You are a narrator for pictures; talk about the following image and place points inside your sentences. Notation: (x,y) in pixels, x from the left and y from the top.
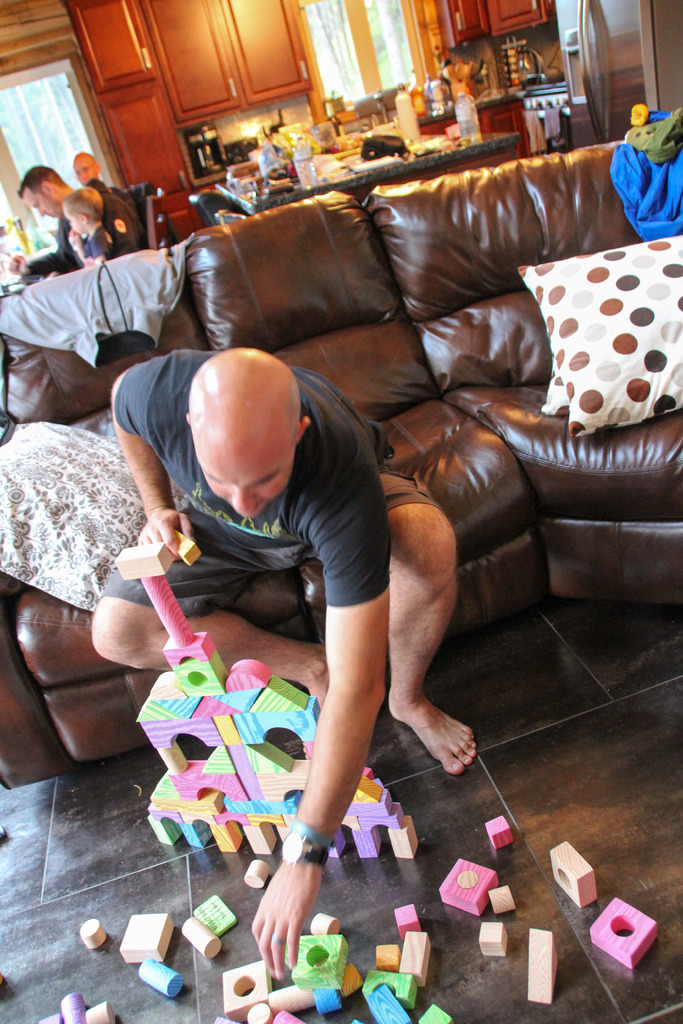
In the picture there is a sofa set (506,299), a person (309,521) is sitting on the sofa set (318,591) and playing with blocks (195,781) and behind him there are few people (56,191) sitting on the chairs (212,195) and on the right side (475,157) there is dining table (309,142) and there are many items (399,100) kept on the dining table (351,146). Beside that there is a refrigerator (582,69) and there is a kitchen (547,45) beside the refrigerator (569,55) and there are many cupboards (275,18) and two windows (363,15) in the background (306,39).
